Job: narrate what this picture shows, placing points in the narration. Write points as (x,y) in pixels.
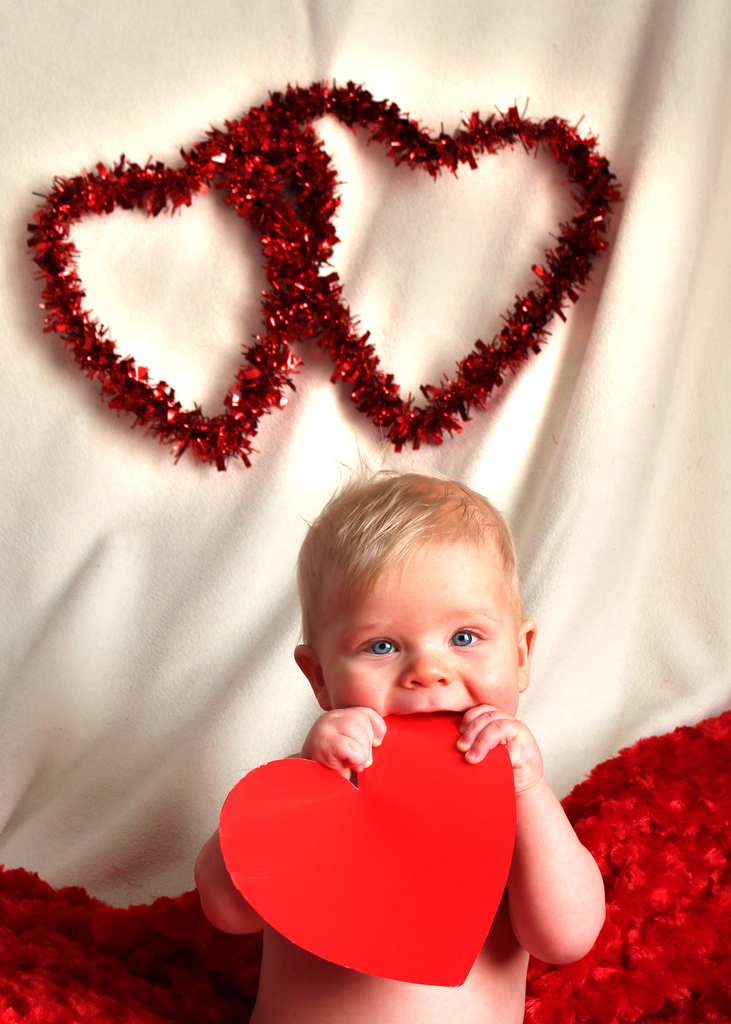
In the picture we can see a small baby (429,1018) holding a heart shaped thing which is red in color keeping the mouth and behind the baby (455,1017) we can see white curtain (705,619) and with two heart shaped images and under it we can see red blanket (241,986).
